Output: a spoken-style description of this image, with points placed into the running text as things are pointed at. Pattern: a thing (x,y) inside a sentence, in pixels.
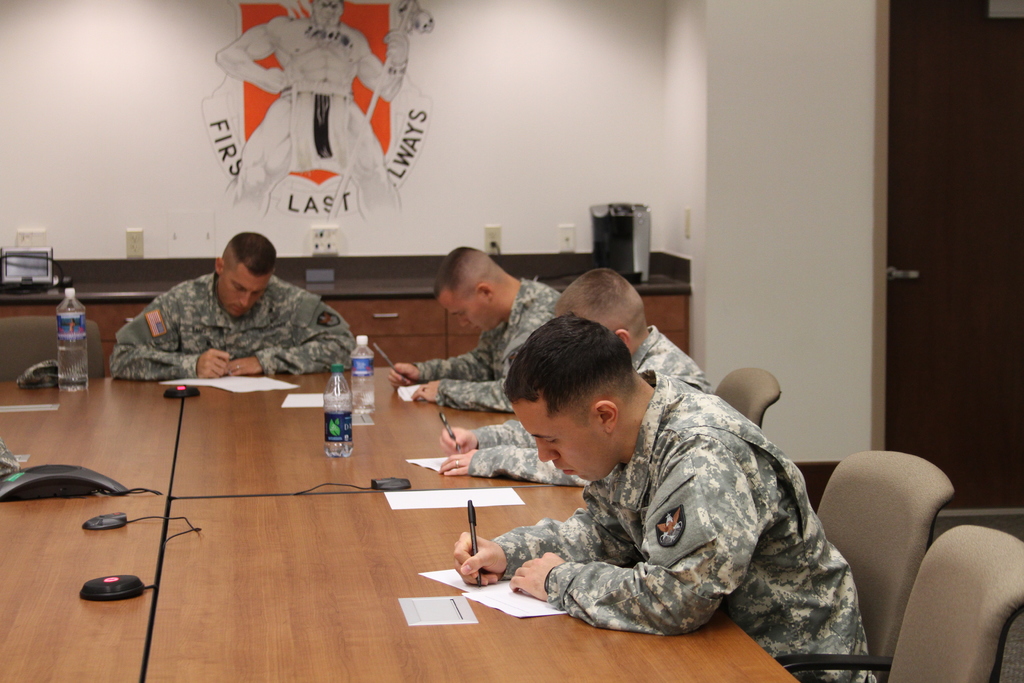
In this picture, we can see a few people (232,259) sitting on the chair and writing on papers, we can see some objects (365,397) on the table (202,474) and we can see door (908,257), we can see an art (338,205) on the wall (214,210) and some objects (68,279) on the desk (682,279) attached to the wall (674,242).
